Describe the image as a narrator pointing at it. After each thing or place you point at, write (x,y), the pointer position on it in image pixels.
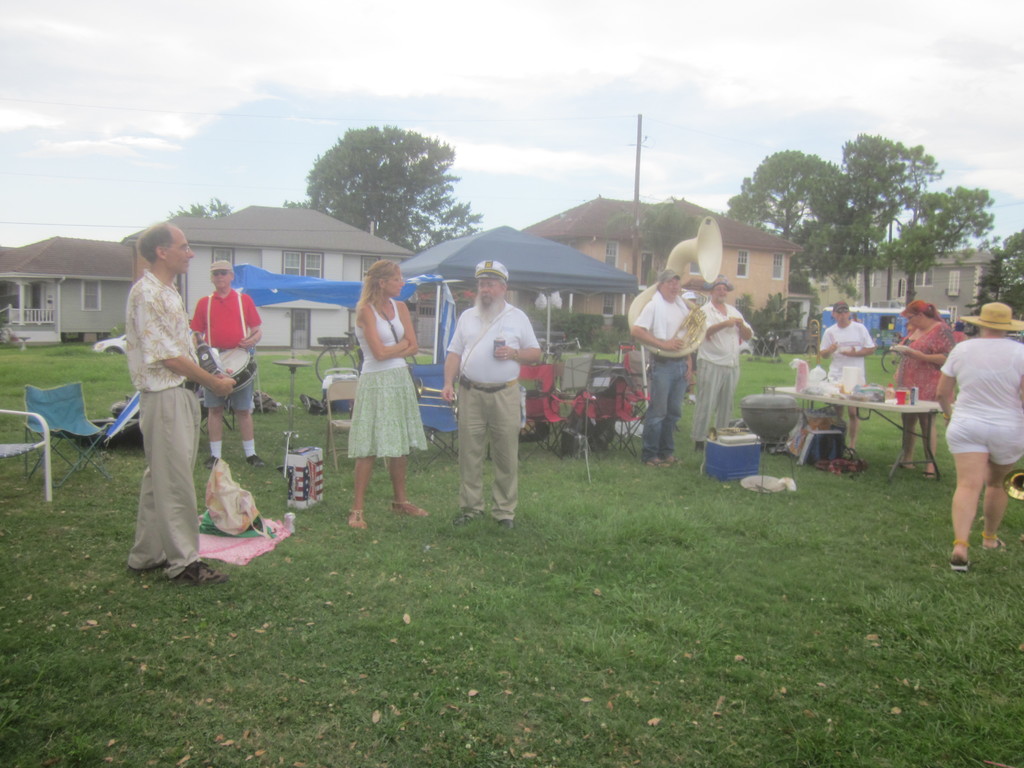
In this image there are some persons (943,412) standing and some of them are playing some musical instruments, and also there are some tables (781,388) and chairs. On the tables (810,392) there are some objects (839,383) and at the bottom (899,575) there is grass (939,532), on the grass (251,481) there are some boxes (709,471), baskets (220,513), clothes (243,552) and some other objects (781,423). In the center (436,302) there is a tent (537,274) and some poles (545,350) and chairs (346,392), and in the background (329,241) there are some houses (113,264), trees (888,218), pole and at the top of the image (334,98) there is sky (227,98).
